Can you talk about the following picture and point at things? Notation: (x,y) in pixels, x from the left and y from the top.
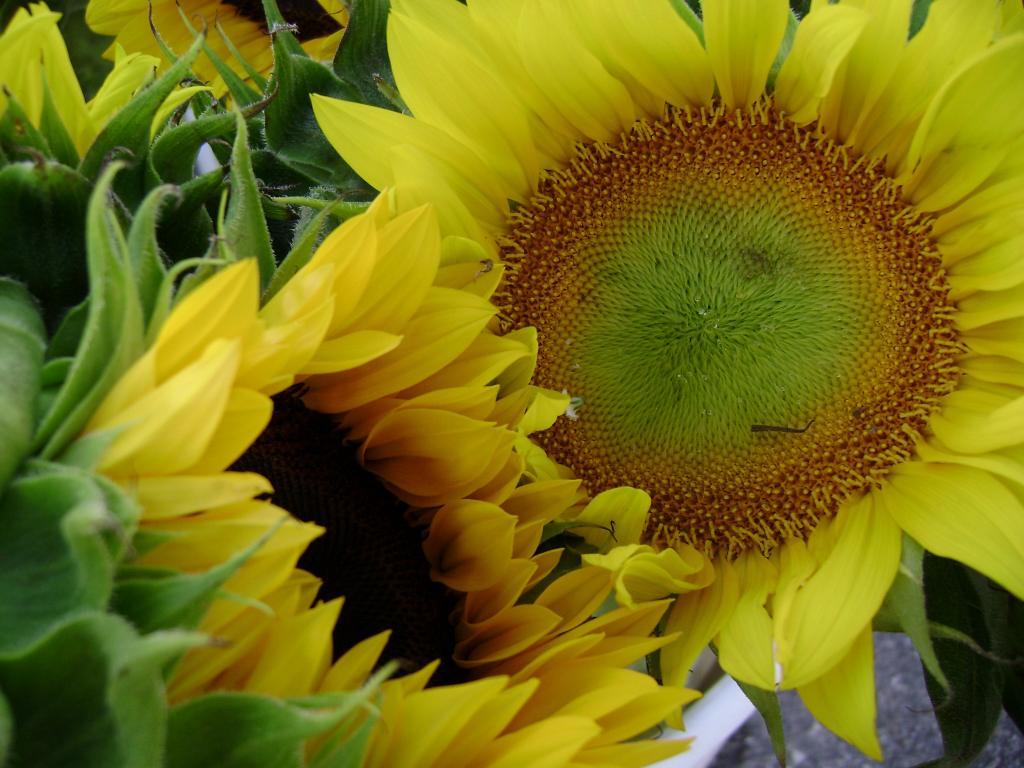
In front of the picture, we see the sunflowers (692,286) in yellow color. On the left side (30,338), we see the green color sepals (75,478). In the background (127,15), we see the flowers (194,22) in yellow color.
